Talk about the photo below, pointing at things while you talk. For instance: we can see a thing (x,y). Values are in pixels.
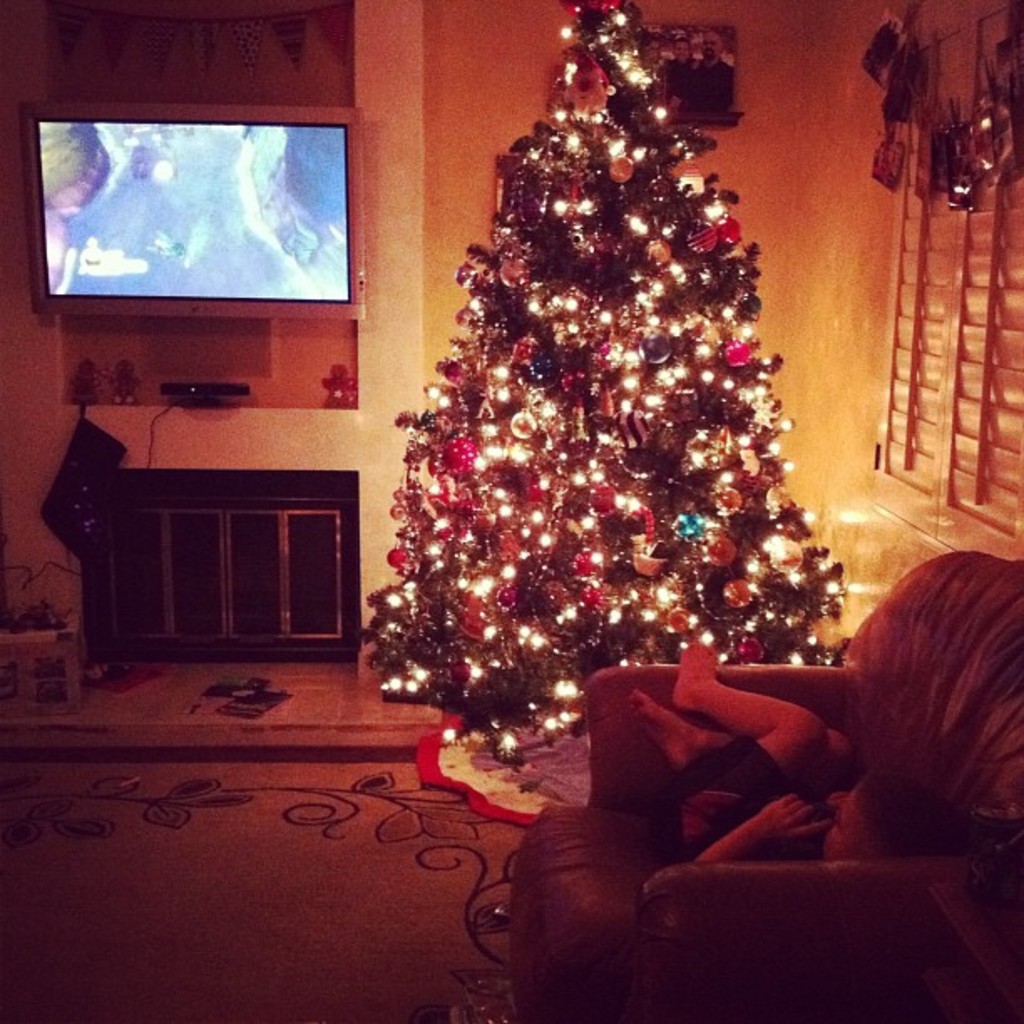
In the center of the image (586,629) we can see Christmas tree (545,290) and lights (493,584). On the right side of the image (711,766) we can see a boy (722,841) in the chair (697,928). In the background (109,183) we can see television (109,210), cupboards (95,574), set top box (205,399), windows (973,358), photo frame (676,58) and wall (223,75).
